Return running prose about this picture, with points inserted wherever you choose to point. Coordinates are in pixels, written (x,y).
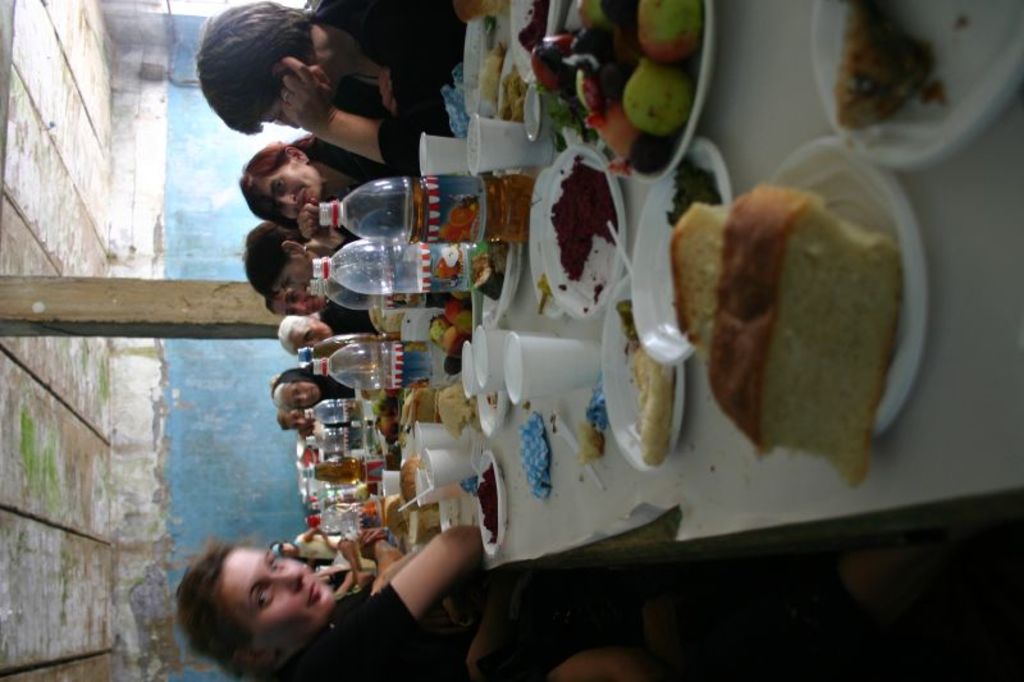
In this picture, we see people (300,295) sitting on the chairs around the table (517,535). On the table (574,486), we see plate (865,178) containing bread (842,334), plate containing fruits (589,42), glasses (588,372), spoons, water bottle (349,455) and a plate (496,461) containing jam (490,506) are placed. Behind them, we see a pole (199,332). On the left corner of the picture (80,102), we see a wooden wall (103,269). This picture is clicked inside the room (248,469).
